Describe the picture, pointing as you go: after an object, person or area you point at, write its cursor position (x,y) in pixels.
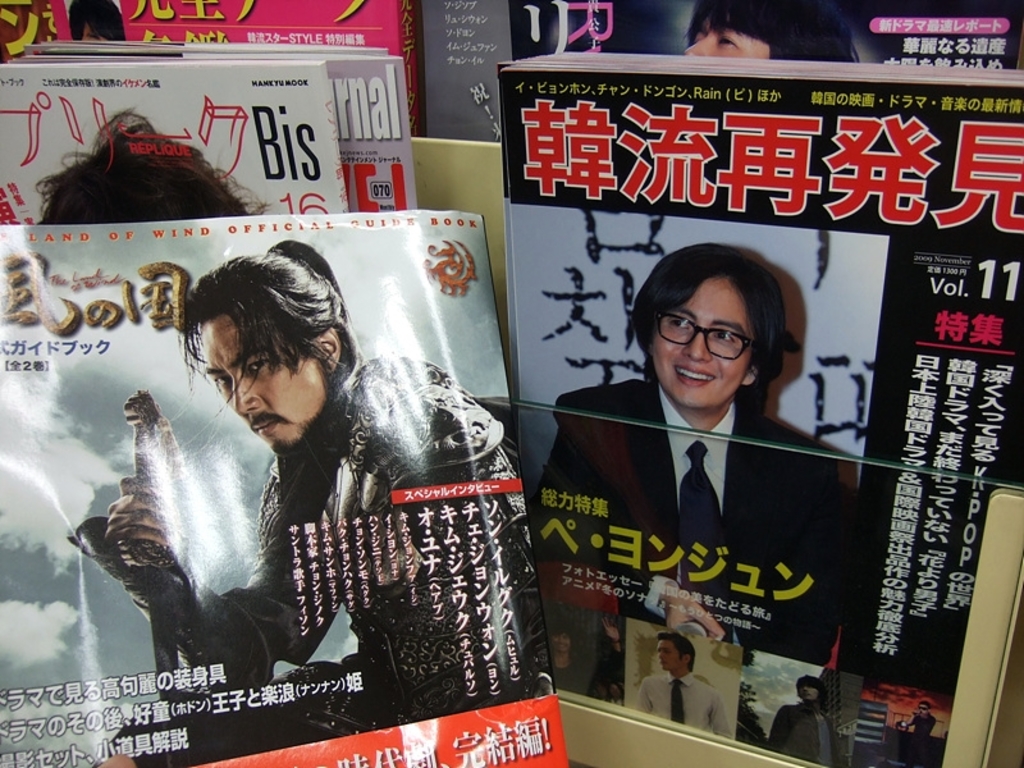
In this picture we can see objects (383,69) seems to be the books (781,94) and we can see the text (207,232), numbers (989,276) and pictures (750,458) of some persons (254,364) on the covers (575,638) of the books (585,499) and we can see some other objects (988,618).
